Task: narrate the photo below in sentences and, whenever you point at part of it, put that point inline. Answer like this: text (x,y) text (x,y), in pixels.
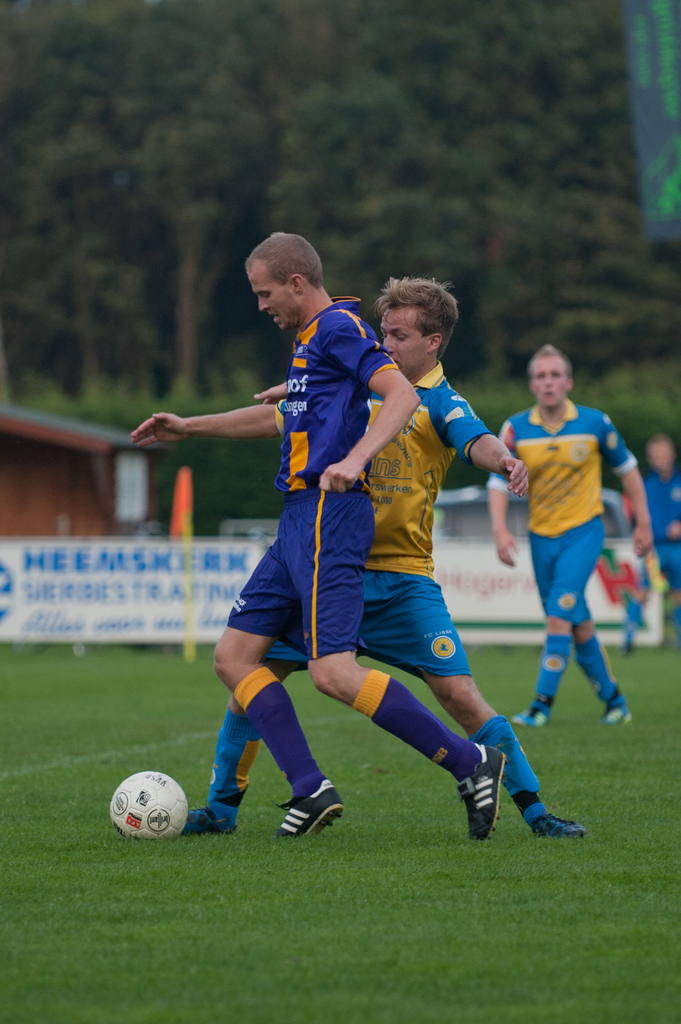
This picture is taken outside on a cloudy day. Few persons (581,573) are playing football on grassy land (45,678). Person (607,704) wearing a blue and yellow shirt (547,503) is wearing socks (598,687) and shoes (519,719) is walking. There is a ball (125,809) on ground (105,795). At the back side (98,592) there is a banner (230,571), behind there is a house (28,529). Background (506,308) there are few trees (449,349).
